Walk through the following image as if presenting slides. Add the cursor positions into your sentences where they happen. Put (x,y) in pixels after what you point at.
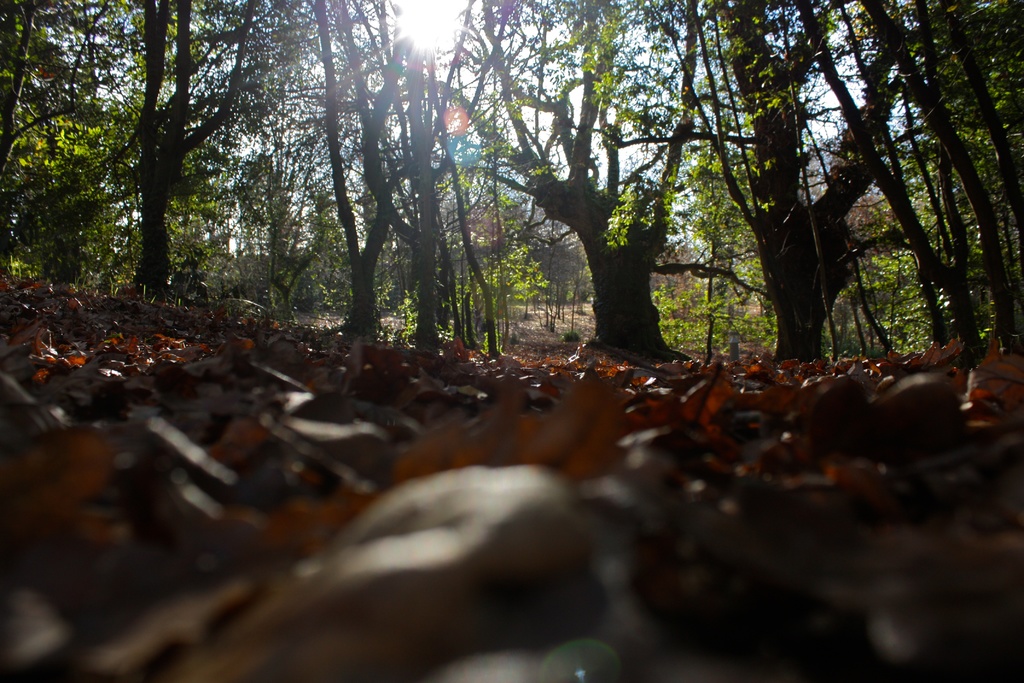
This is the picture of a forest (772,267). In this image there are trees (626,275). At the top (442,78) there is sky (556,38) and there is a sun (420,25). At the bottom (354,600) there is ground (516,367) and there are dried leaves (607,540).
